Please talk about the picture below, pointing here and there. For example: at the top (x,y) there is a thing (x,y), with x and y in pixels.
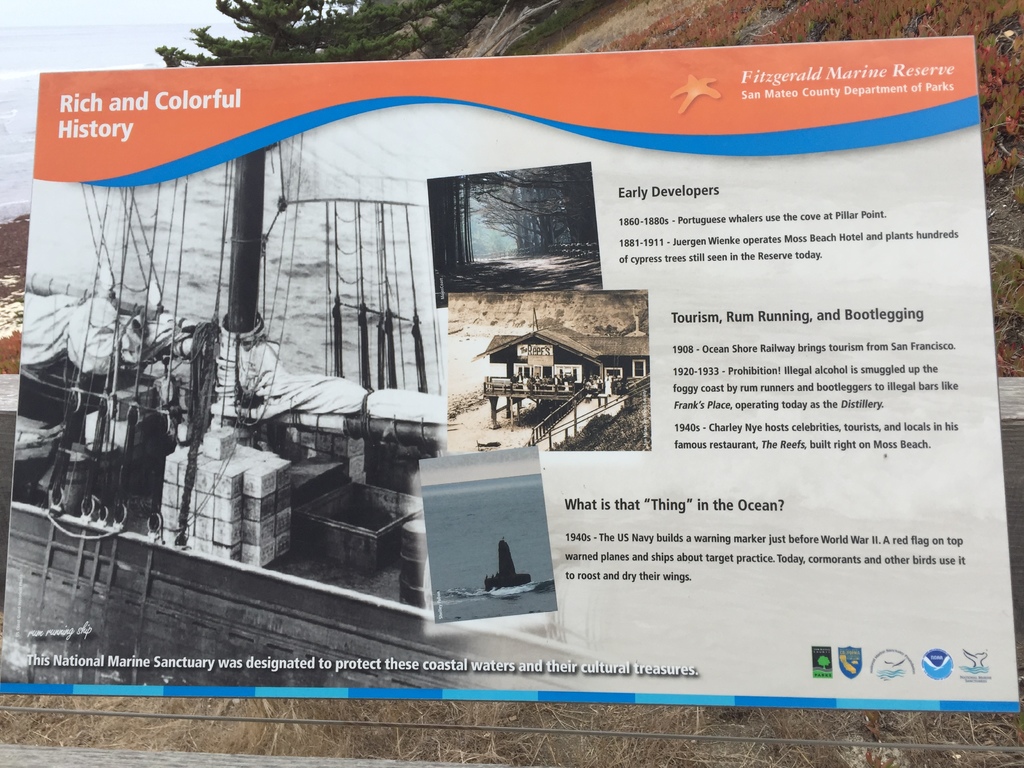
This image consists of a hoarding (664,452) in which we can see a ship (191,417) along with the text (618,541). And there are three pictures (590,390) on the hoarding (222,497). In the background (413,34), there are trees (268,46). At the bottom (399,721), there is grass (398,749). On the left (22,149), we can see the water (32,73).
